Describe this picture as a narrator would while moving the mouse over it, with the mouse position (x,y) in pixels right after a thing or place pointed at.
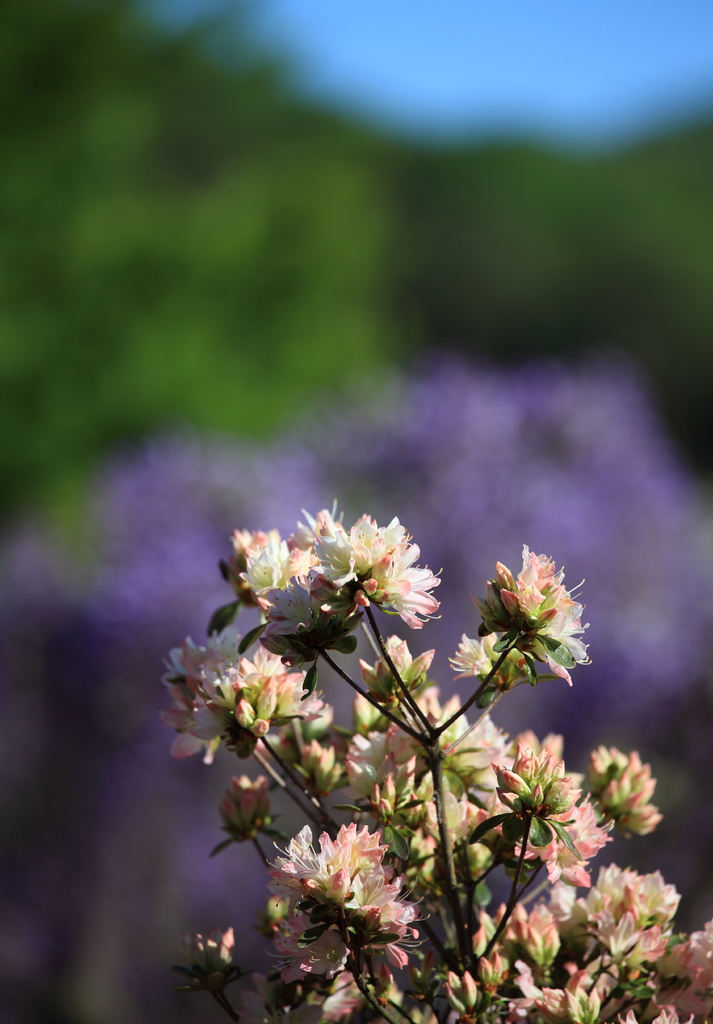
In this image I can see few flowers (406,789) which are white and pink in color to a tree (375,813) which is green in color. I can see the blurry background (289,225) in which I can see few trees (296,230), the sky (445,76) and few purple colored flowers (490,485).
